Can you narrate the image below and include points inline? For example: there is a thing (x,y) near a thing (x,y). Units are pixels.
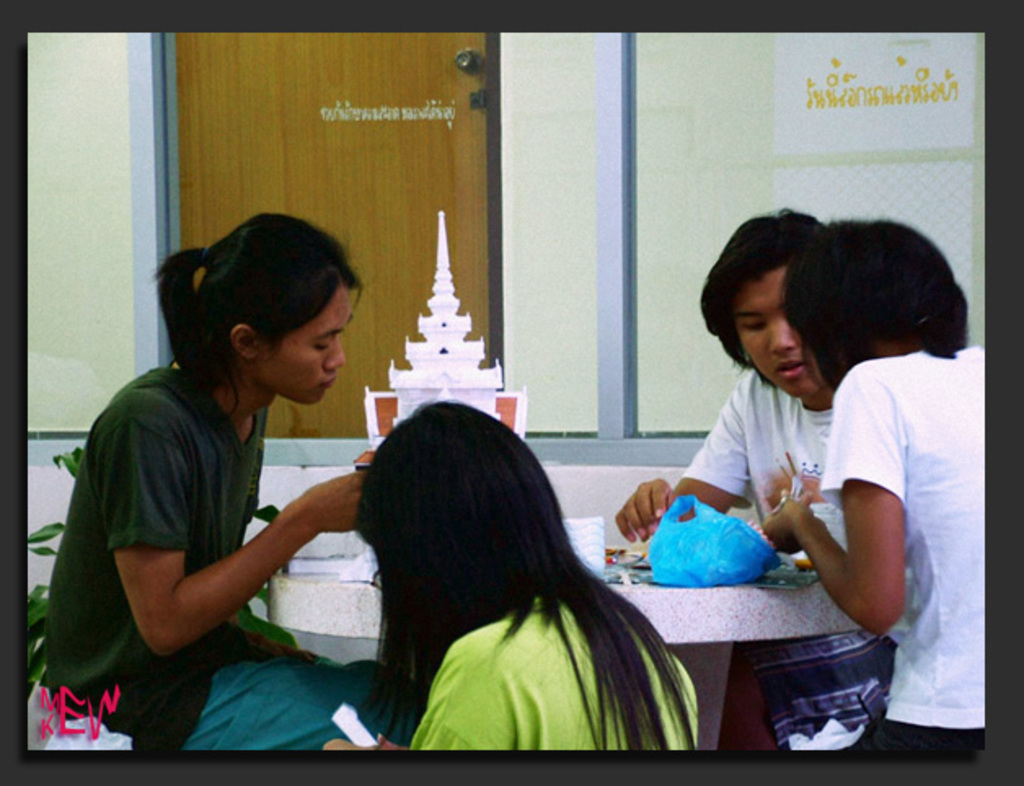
In this image in front (417,649) there are four people (157,697) sitting on the chairs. In front of them there is a table (710,607) and on top of the table (745,595) there are a few objects (574,548). Behind them there is a plant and a window (781,175). On the backside (404,123) there is a door (380,111).
